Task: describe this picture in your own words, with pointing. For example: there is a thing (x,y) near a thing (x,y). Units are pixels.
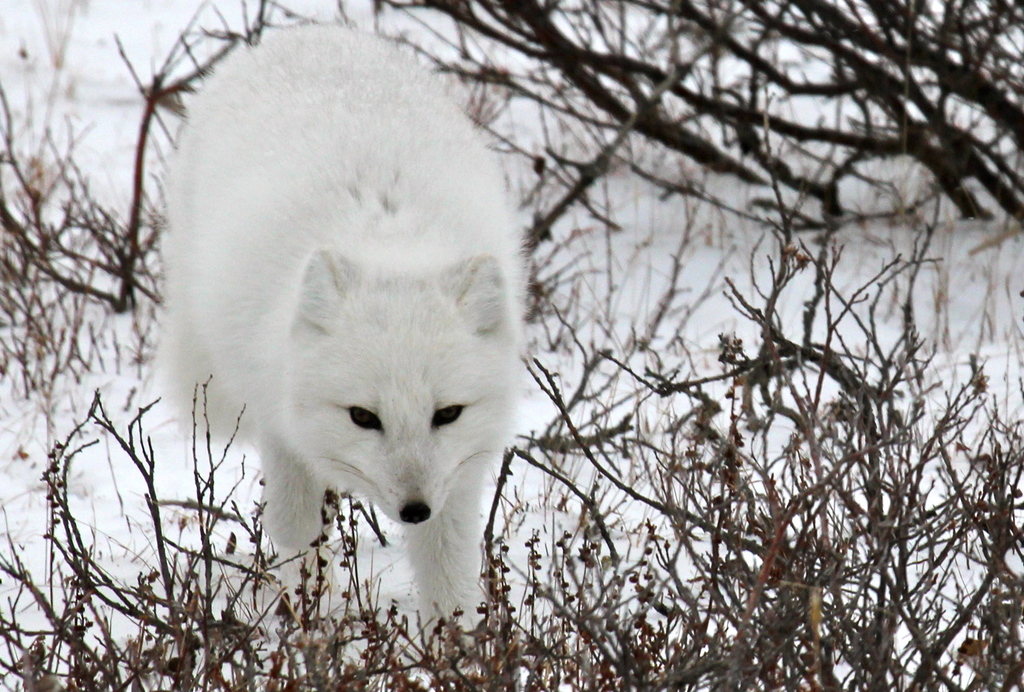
In this image we can see an arctic fox (331,231) which is walking and at the background of the image (525,177) there are some trees (571,198) and snow (589,274).
